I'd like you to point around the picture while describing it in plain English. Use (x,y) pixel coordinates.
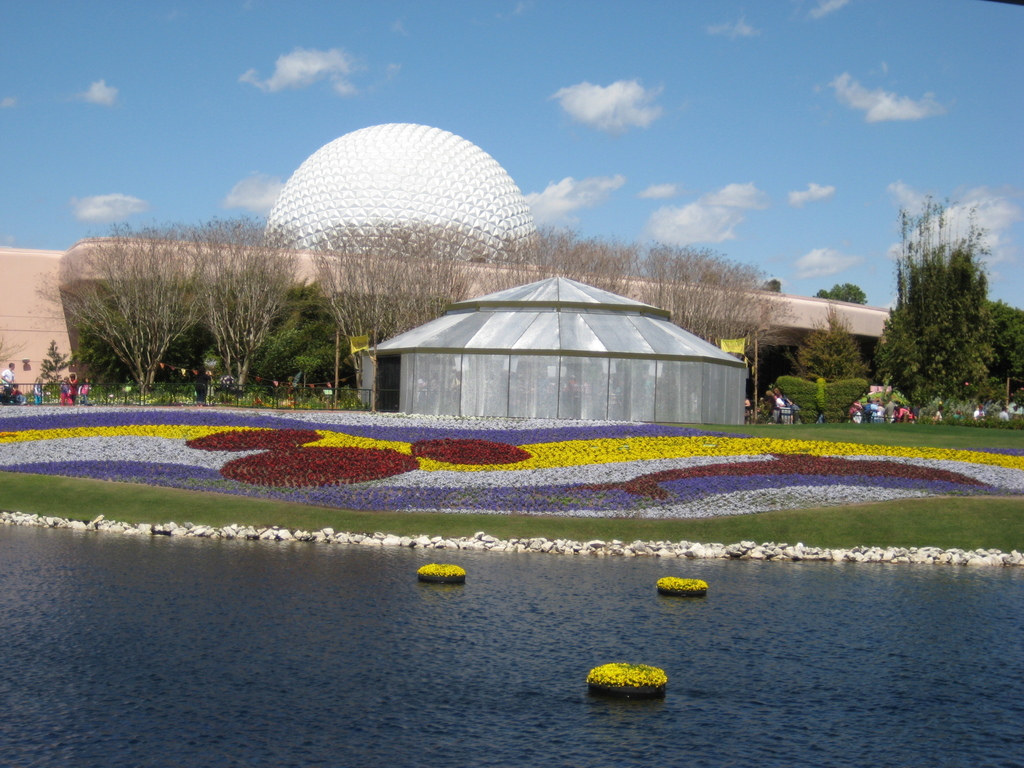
At the bottom of the picture (417,710), we see water (267,691) and we even see the flowers (646,680). Beside that, we see white stones (708,555) and beside that, we see grass (262,500) and flowers (402,498) in yellow, maroon and blue color. In the middle of the picture (672,375), we see a shed (413,370). Beside that, we see the railing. Behind that, there are trees (273,354). We see people (878,422) are standing beside the railing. In the background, we see a ball shaped building (288,221). At the top (438,97), we see the sky (324,97) and the clouds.
